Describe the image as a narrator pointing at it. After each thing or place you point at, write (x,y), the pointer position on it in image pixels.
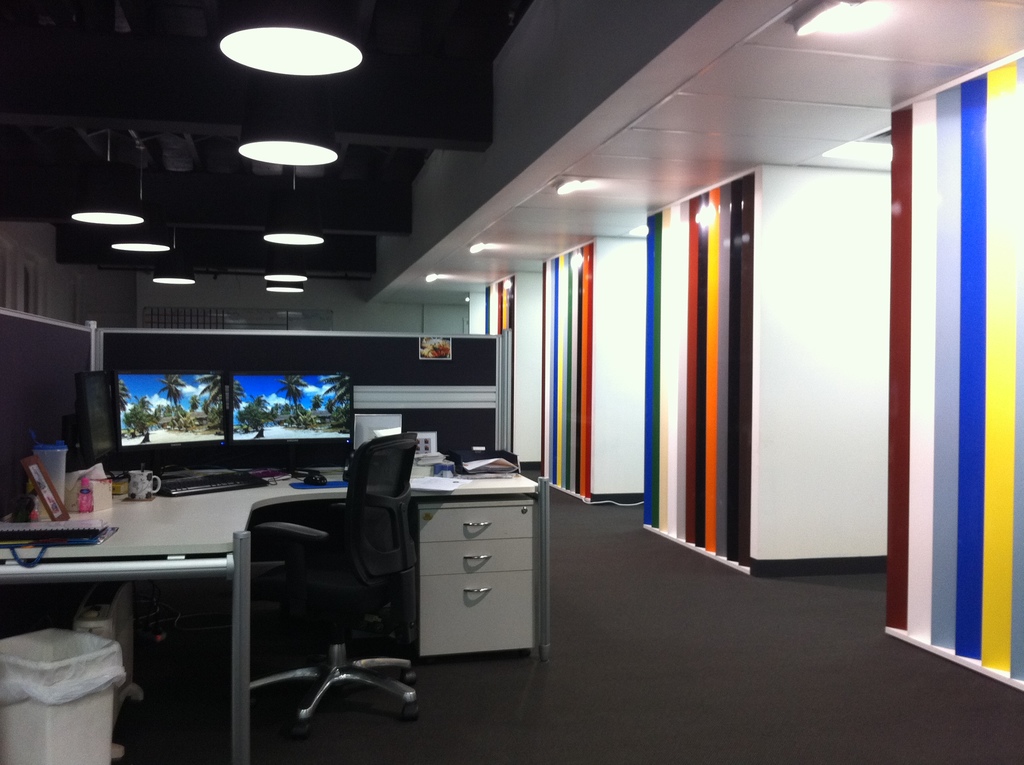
There are monitors (139,445) on the desk (265,499), cupboards (432,566), chair (361,535) and other items (244,474) in the foreground area (288,500), it seems like a dustbin (93,663) in the bottom left side (54,700), there are lamps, it seems like colorful walls (662,378) on the right side (744,414).
